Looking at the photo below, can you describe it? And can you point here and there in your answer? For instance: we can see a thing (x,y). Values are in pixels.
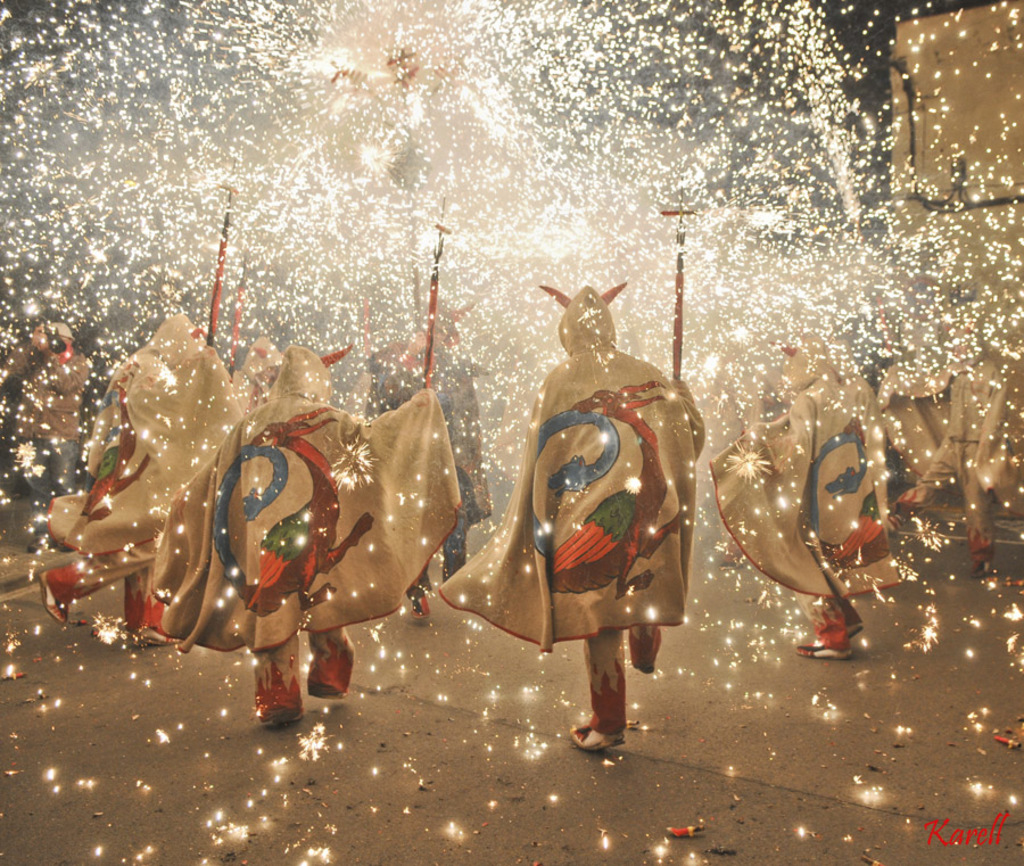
In this image there are a few people (516,525) dressed up differently are holding some objects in their hands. Around them there are sparkle lights (16,255). On the right side of the image (1011,81) there is a wall (914,256). There is some text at the bottom of the image (998,830).
